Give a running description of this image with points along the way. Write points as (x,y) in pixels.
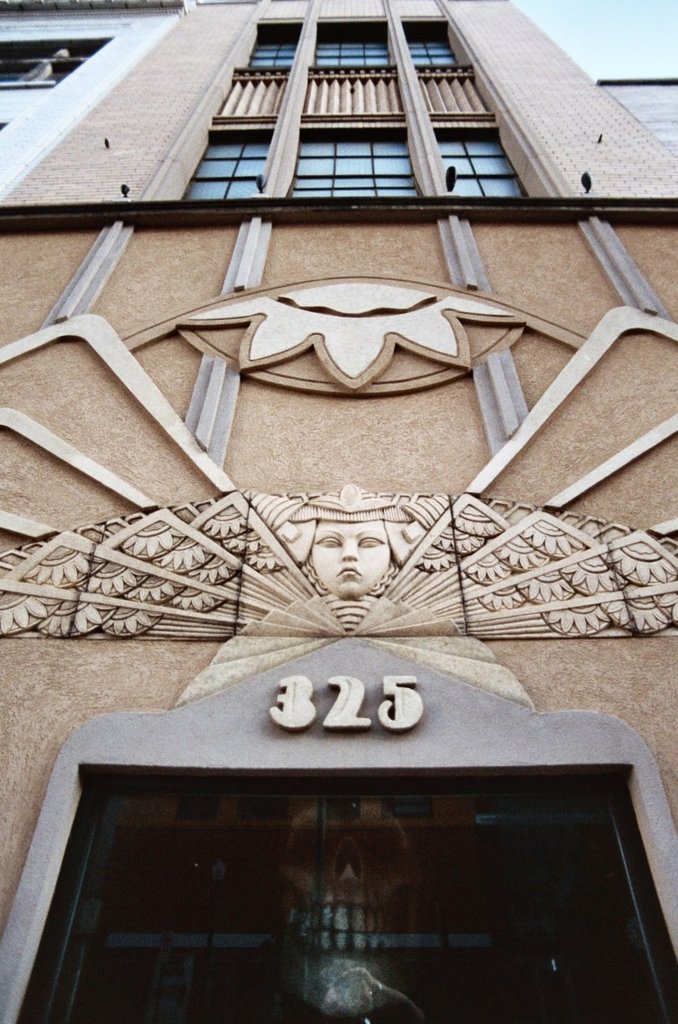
In this picture we can see a building (360,275), and we can find few arts (343,313) on the building (439,259).
